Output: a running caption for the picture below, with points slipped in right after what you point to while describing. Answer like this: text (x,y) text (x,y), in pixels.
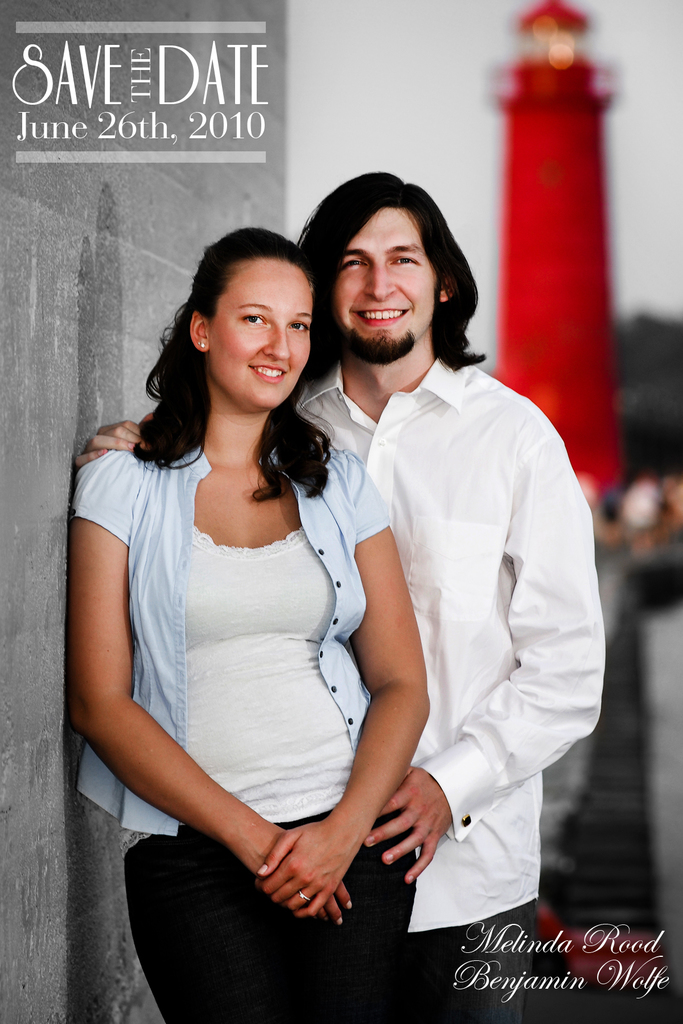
In this image in the foreground (242,322) there are two persons (425,480) who are standing and smiling, and on the left side (20,442) there is a wall (9,613). And in the background (581,408) there is one tower (587,303) and some trees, and at the top (181,82) and bottom of the image (488,980) there is some text (555,977).
